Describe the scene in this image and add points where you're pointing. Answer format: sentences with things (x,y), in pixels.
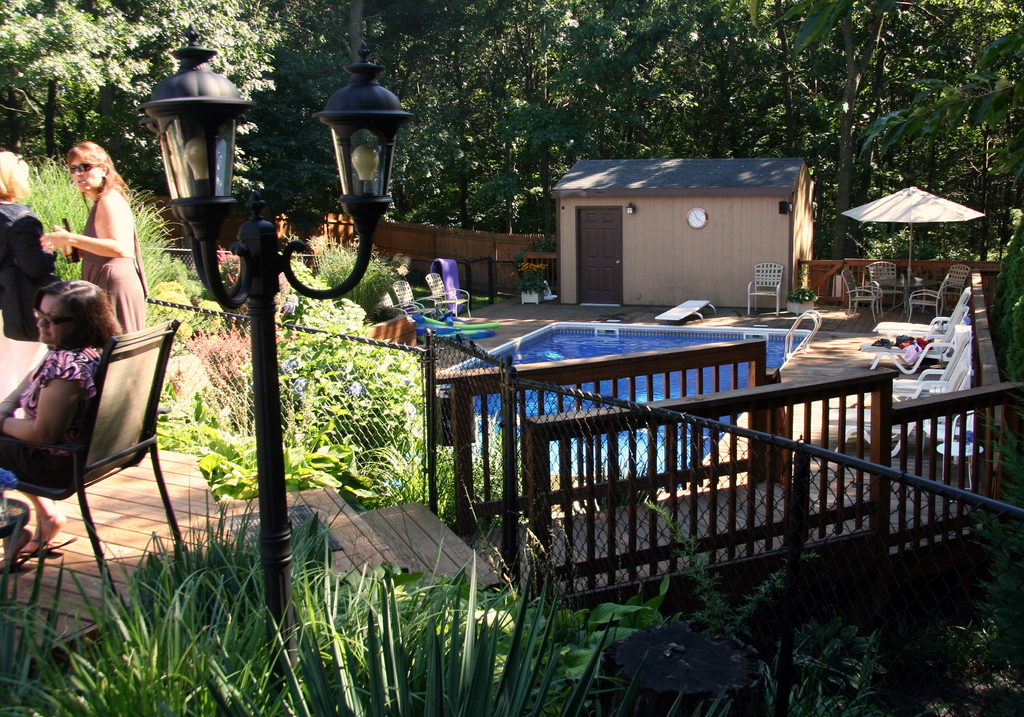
In this image we can see a house (670,268) and in front of the house (581,300) we can see a swimming pool (651,326), fencing (786,386) and a group of plants (299,368). Behind the house (712,216) we can see a wooden fence (947,268) and a group of trees (796,104). On the right side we have group of chairs (955,278) and a table (913,280). On the left side (4,189) there are three persons (22,184), a chair (96,415), table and a pole (278,583) with lights (176,187).
